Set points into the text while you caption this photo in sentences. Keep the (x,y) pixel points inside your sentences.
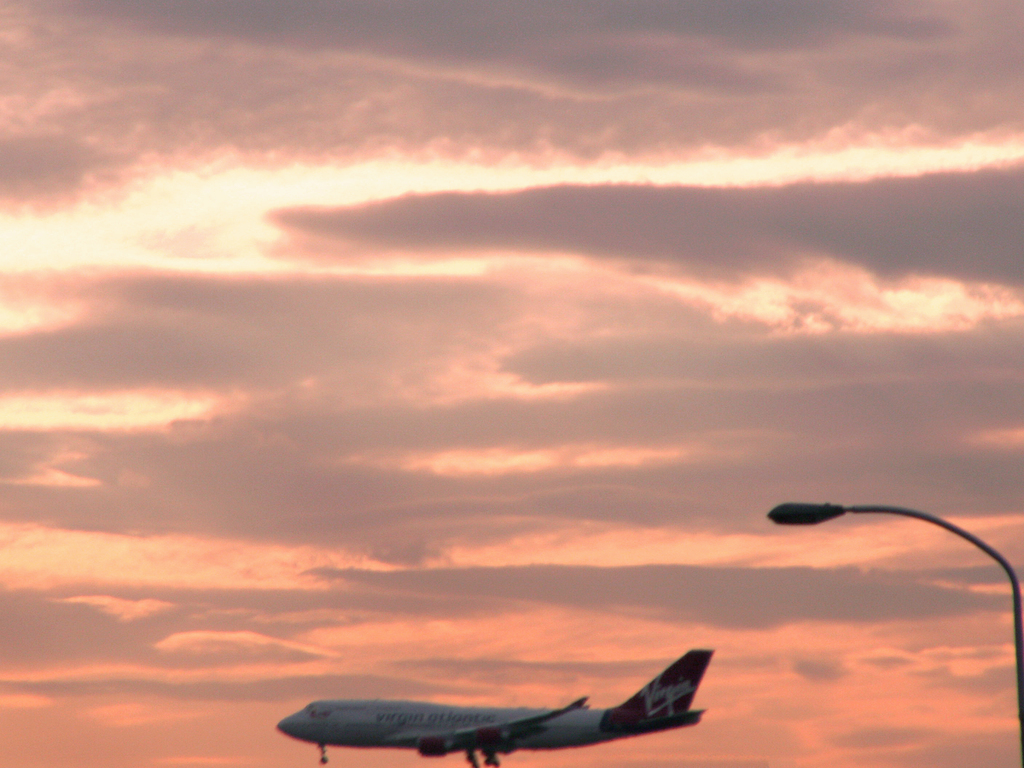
In this image there is a airplane (541,729), in the right side (1023,679) there is a light pole (935,518), in the background (203,581) there is a sky (957,117).
